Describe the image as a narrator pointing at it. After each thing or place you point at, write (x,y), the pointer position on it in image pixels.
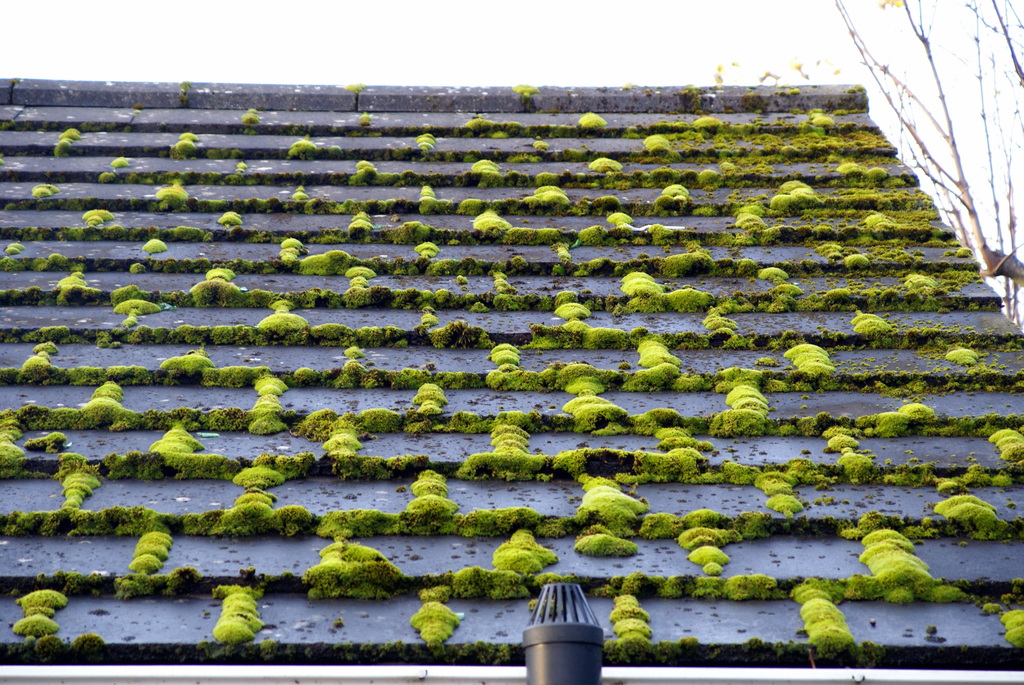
In the picture I can see the roof (45,503) on which we can see algae (11,451) which is in green color. Here we can see the pipe (597,643). On the right side of the image (917,84) I can see dry trees (1012,221) and the sky (23,8) in the background (23,8).
